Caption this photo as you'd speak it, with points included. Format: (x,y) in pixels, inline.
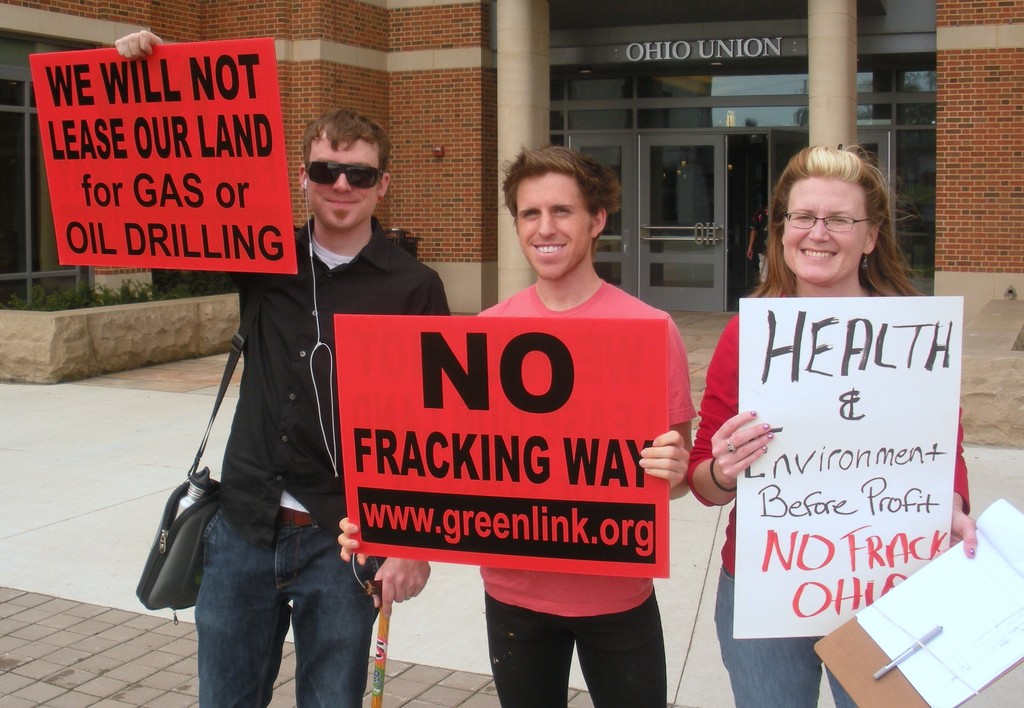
In this image, we can see three persons (270,444) are holding some objects (842,544) and smiling. At the bottom (445,651), we can see the path (417,672). Background (984,248) we can see glass objects (752,124), door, brick walls (983,118), plants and pillars (506,155). Here we can see people (761,233). Top of the image (658,52), we can see some text (723,50) on the building (706,46).
